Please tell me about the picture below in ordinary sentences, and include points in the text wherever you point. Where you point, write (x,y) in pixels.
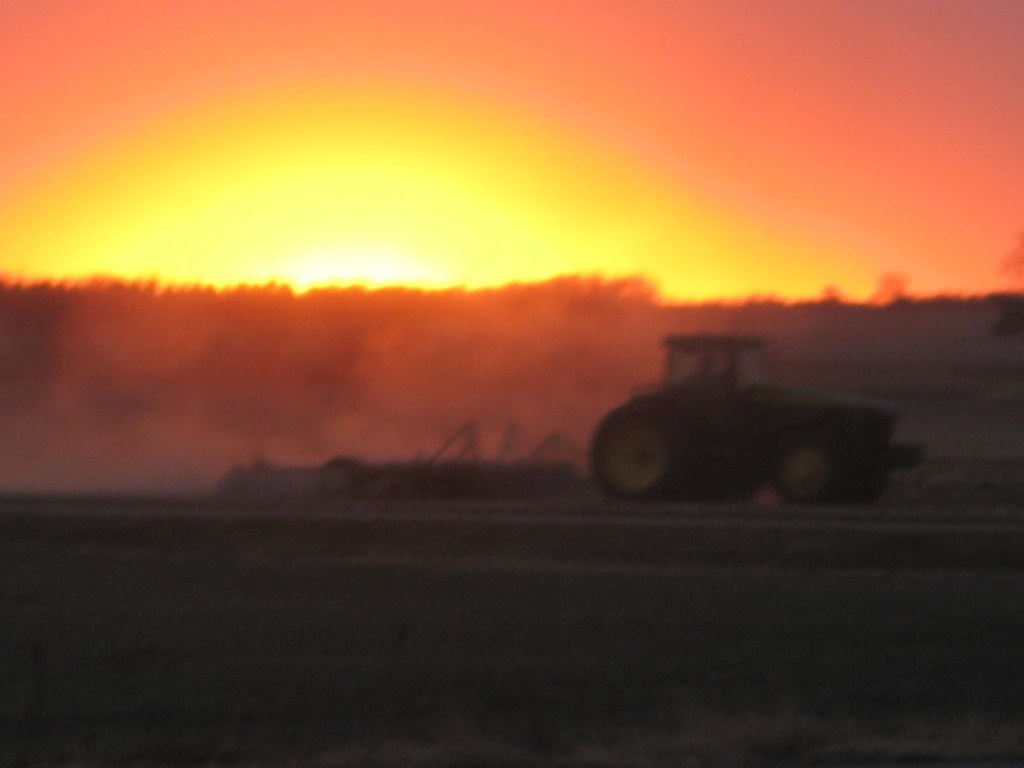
In this image there is a land (776,561), on that land (900,586) there is a tractor (715,404), in the background (247,319) there are trees (140,319) and the sky (422,167).
